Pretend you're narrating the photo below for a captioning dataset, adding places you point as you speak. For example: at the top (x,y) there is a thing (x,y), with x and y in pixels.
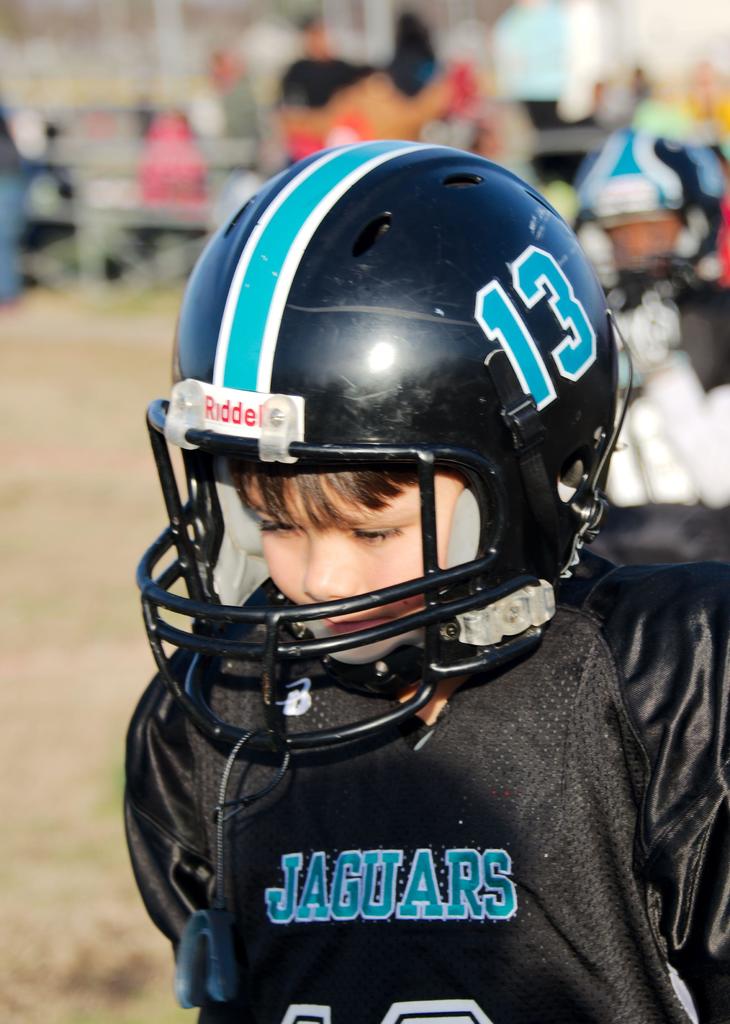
In this given image, We can see a few people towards the top (663,94), We can see a two person (675,278) wearing helmet (594,287) and playing after that, We can a ground (110,362).
